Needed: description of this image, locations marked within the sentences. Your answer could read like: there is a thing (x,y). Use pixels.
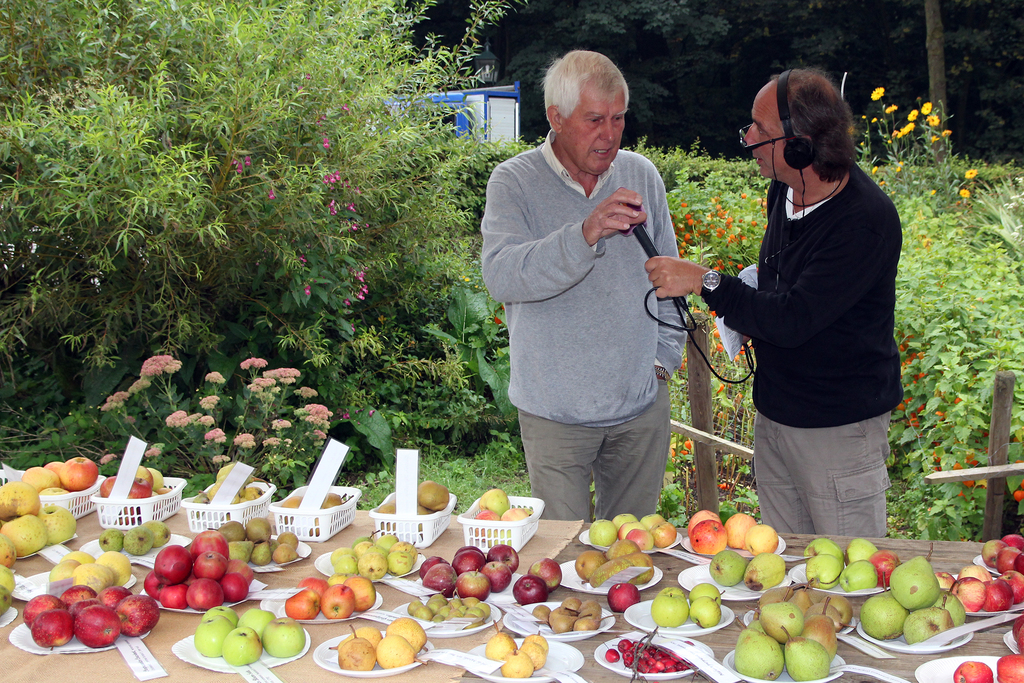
In this picture I can see a table (12,662) in front (168,650), on which there are plates (305,552) and baskets (339,517) and I see fruits (59,477) in it. In the background (58,263) I can see the plants (336,237) and few flowers (973,456) and behind the table (948,563) I can see 2 men (579,212) standing and the man (807,182) on the right (794,209) is holding a mic (643,226).
